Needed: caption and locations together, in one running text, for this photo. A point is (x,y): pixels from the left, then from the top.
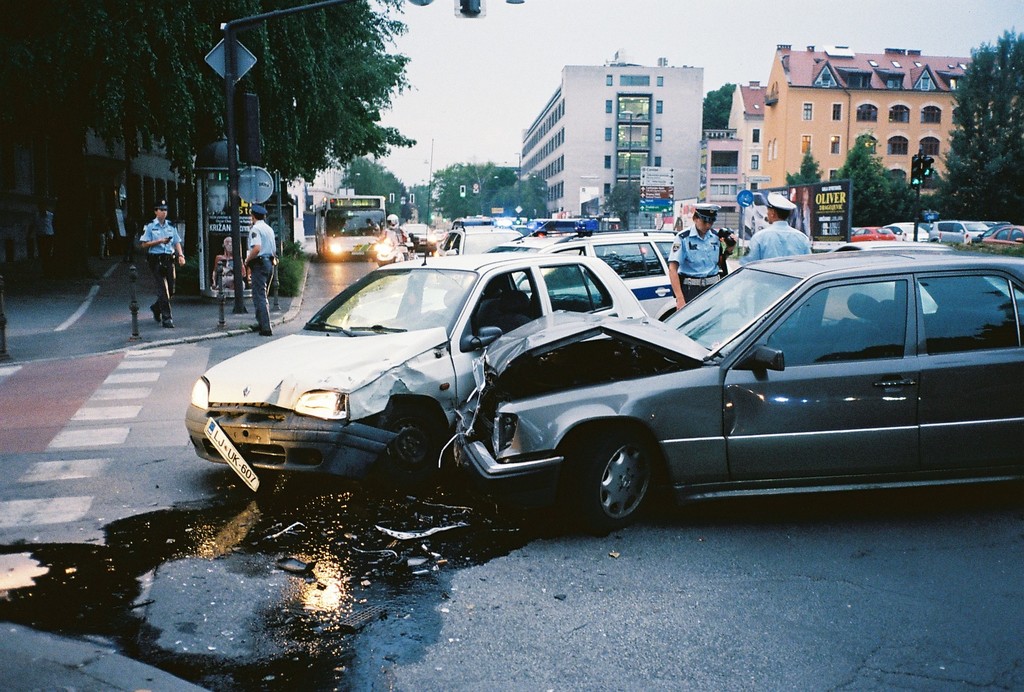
In this image I can see number of vehicles (318,311), number of people (260,237), buildings (610,191), few poles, few boards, few trees (50,125) and I can see few people (791,243) are wearing uniforms (254,212). I can also see something is written on these boards (820,236).
